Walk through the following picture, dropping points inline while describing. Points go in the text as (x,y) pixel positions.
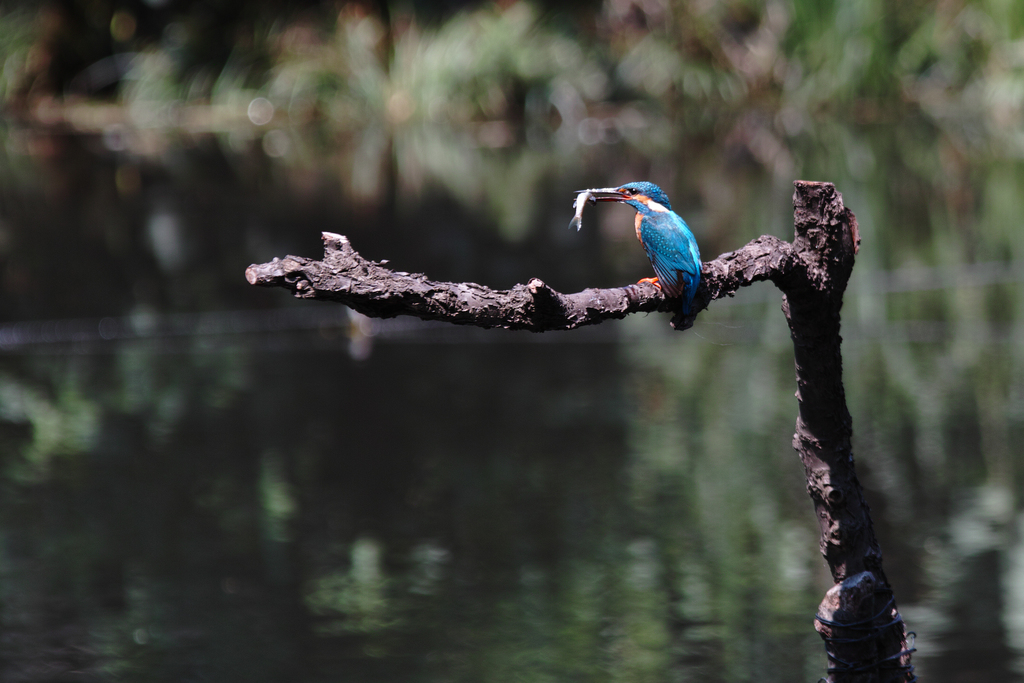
A bird (654,209) is holding a fish (571,223) in its mouth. The bird (596,190) is present on a tree branch (366,291). There is water (390,454) and the background (825,152) is blurred.
